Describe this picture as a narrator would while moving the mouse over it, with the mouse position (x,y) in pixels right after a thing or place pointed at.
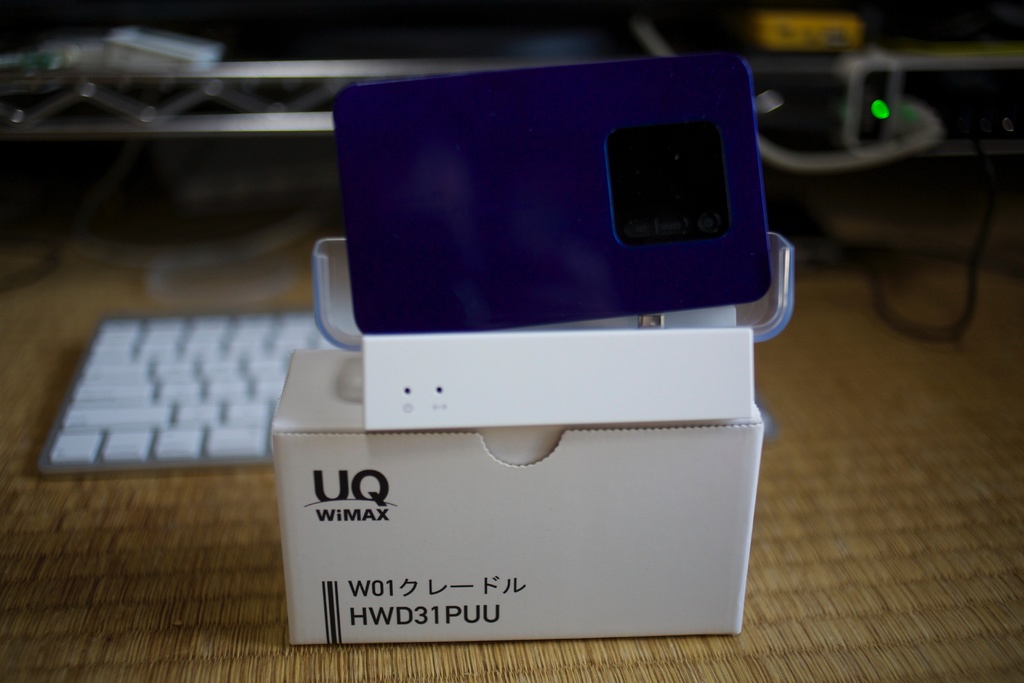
This image consists of a box (676,578) on which it looks like a device (602,227) in blue color. In the background (188,363), it looks like a keyboard (135,420). The background (55,62) is blurred.
